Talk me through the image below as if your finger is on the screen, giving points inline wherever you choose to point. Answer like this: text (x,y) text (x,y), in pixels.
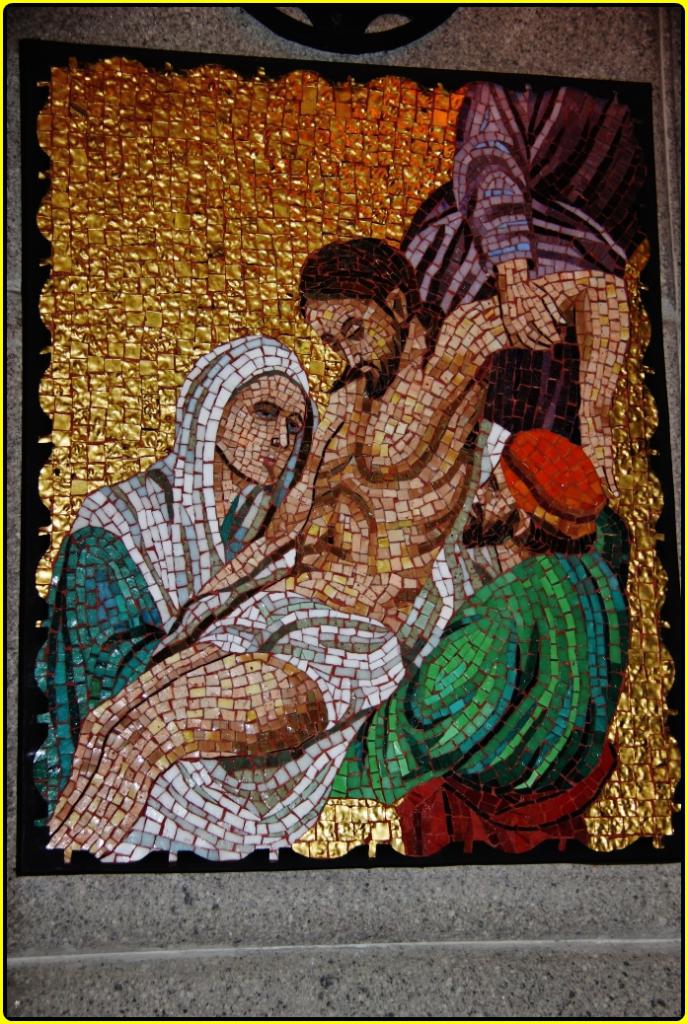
In the center of the image (341,467) a photo frame (294,453) is there. On photo frame (335,447) we can see some persons (312,417) are there. In the background of the image (607,1000) a wall (304,917) is present.
